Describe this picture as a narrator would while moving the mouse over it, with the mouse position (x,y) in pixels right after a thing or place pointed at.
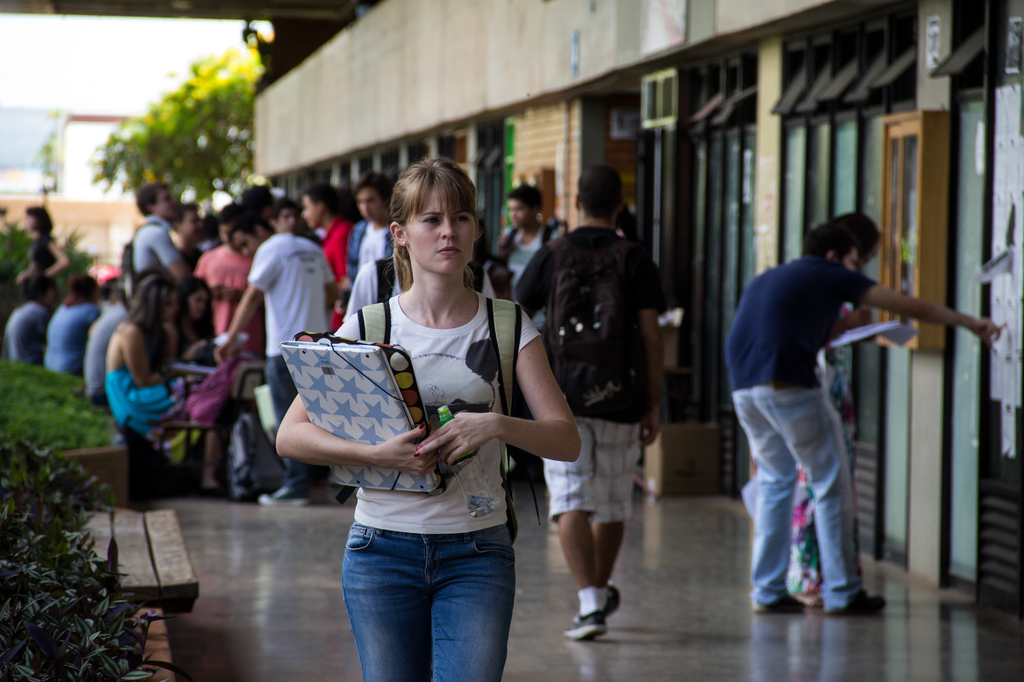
In the picture I can see a woman (359,501) wearing white color T-shirt (450,523) and holding some objects (424,412) is carrying a backpack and is at the center of the image (472,407). The background of the image (588,185) is blurred, where we can see a few more people (64,361), we can see shrubs (57,573) on the left side of the image (57,648), on the right side (939,147), we can see the boards (939,147) and the buildings (668,173) and the trees (227,168) and sky (191,50) in the background (131,151).
